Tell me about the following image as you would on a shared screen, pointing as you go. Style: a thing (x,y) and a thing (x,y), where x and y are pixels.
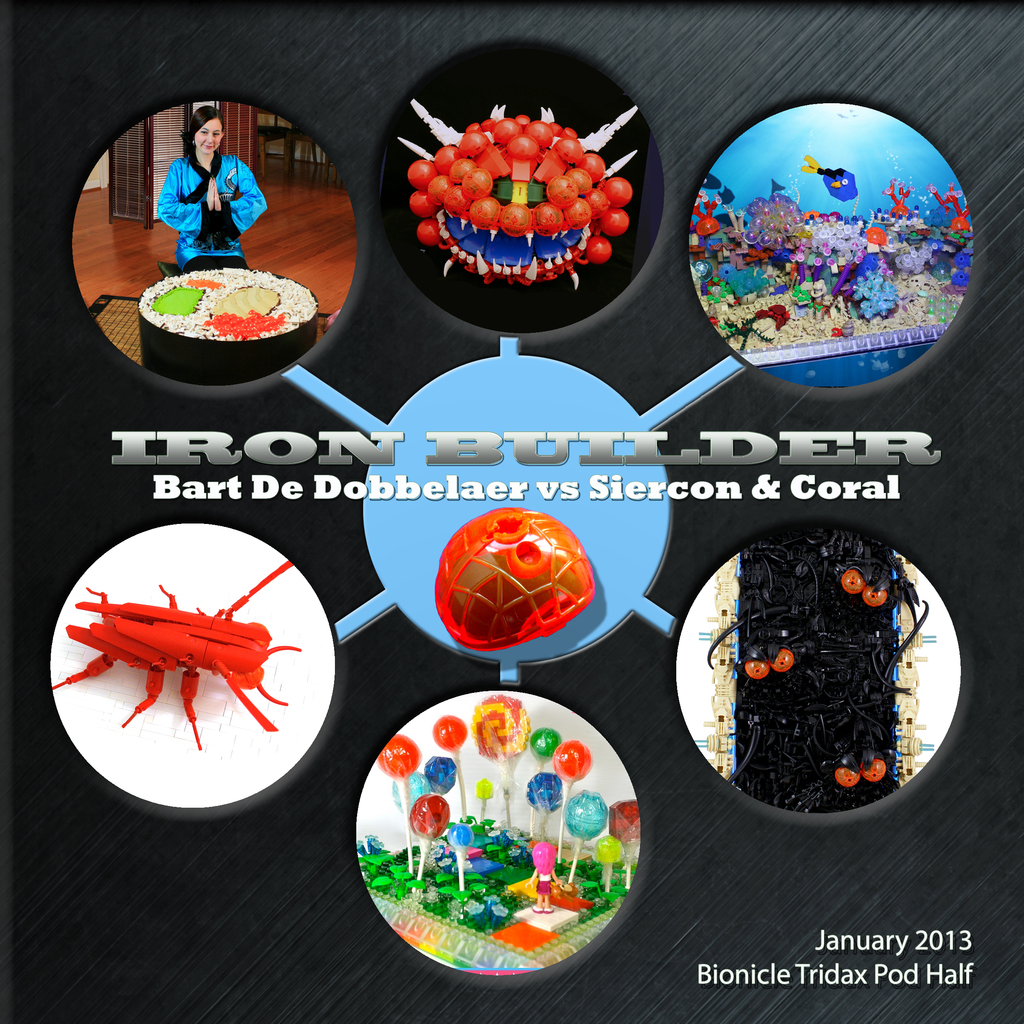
In this picture I can see few images (143,351) in the picture and I can see a woman (240,173) and few balloon images (531,790) and a image (822,291) looks like a aquarium (841,279) on the top right corner (781,240) and a image (143,645) looks like a Insect (198,627) on the left side (180,690) and in the picture and I can see text (290,448) in the middle (610,451) and at the bottom right corner of the picture (938,967).
